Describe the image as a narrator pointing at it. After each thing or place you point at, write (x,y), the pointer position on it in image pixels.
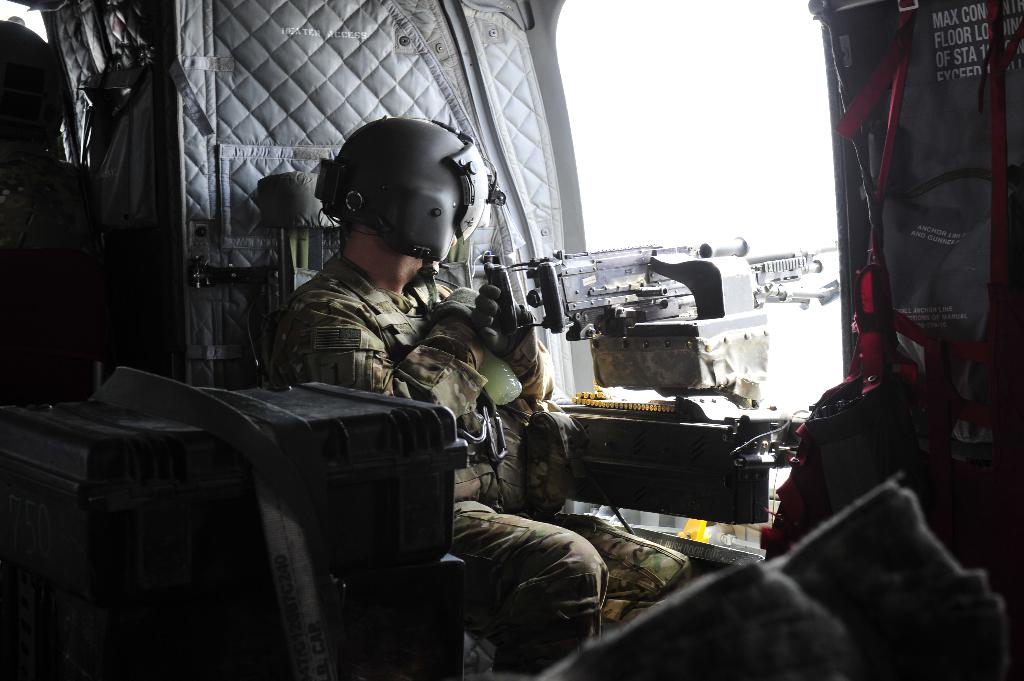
In this picture we can see a army man (487,414) who is wearing helmet (442,226), gloves (450,307), uniform (425,395) and holding a bottle (495,371). Beside him we can see a machine gun (687,277). On the bottom left corner (212,586) we can see black boxes (265,572). Here we can see some clothes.
